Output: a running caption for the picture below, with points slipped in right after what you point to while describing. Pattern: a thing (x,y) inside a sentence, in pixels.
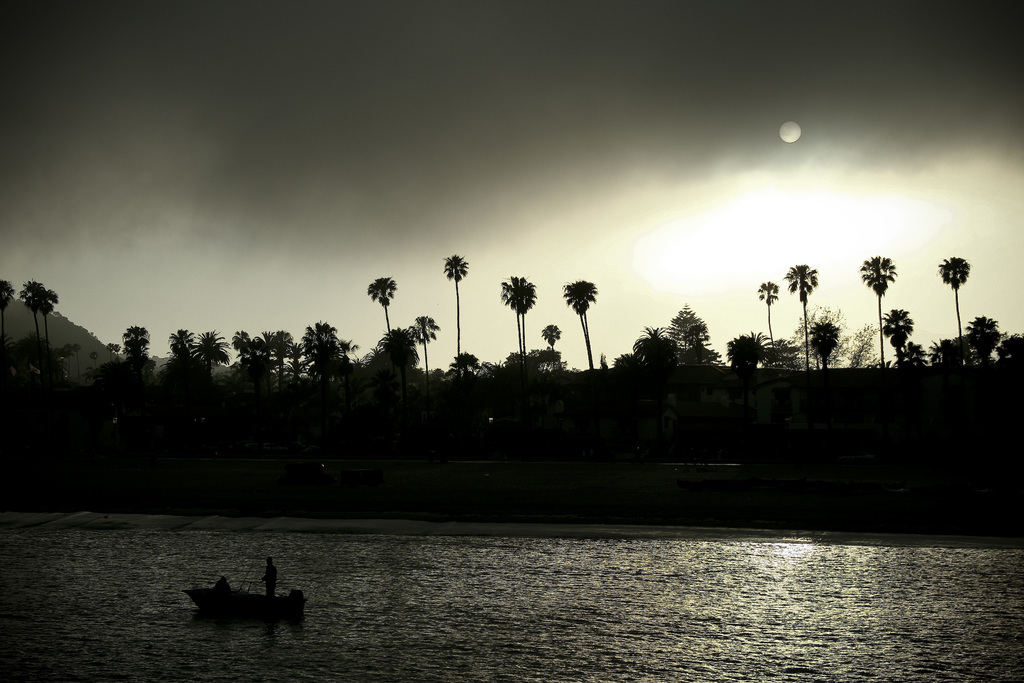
In this image, we can see some water (172,580). We can see a boat (259,593) with a few people (221,587) is sailing on the water (337,621). We can see the ground (421,476) with some objects (288,482). There are a few trees (977,326). We can see the sky (735,313) and the sun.
